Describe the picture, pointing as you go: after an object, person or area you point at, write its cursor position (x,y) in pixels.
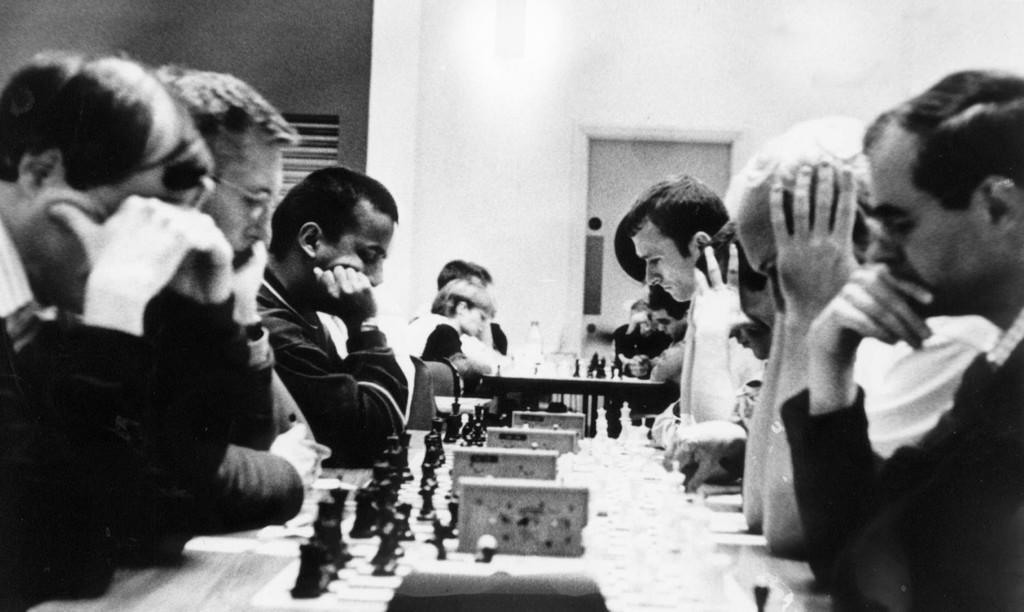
This is a black and white image. People (837,236) are playing chess (442,546).
